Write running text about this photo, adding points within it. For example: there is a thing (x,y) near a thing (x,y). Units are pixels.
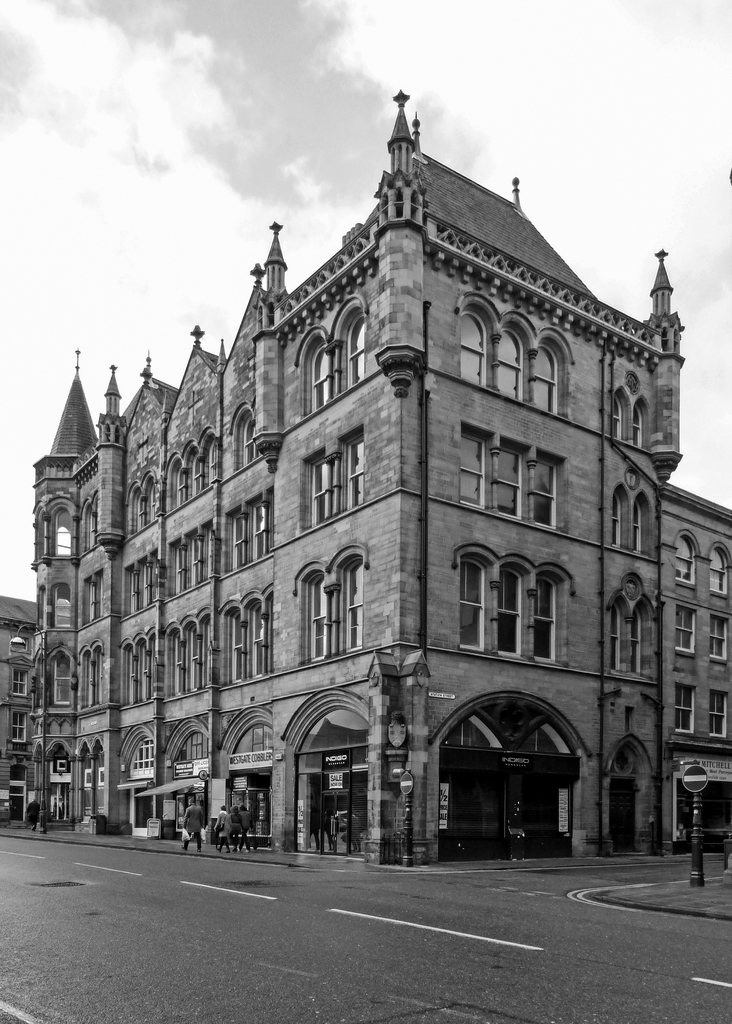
Here in this picture we can see a building (225,497) with number of windows (337,492) and doors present over a place (192,872) and we can see number of people (244,819) standing and walking on the road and we can also see sign boards (695,778) present and we can see the sky (266,212) is covered with clouds (321,117).
